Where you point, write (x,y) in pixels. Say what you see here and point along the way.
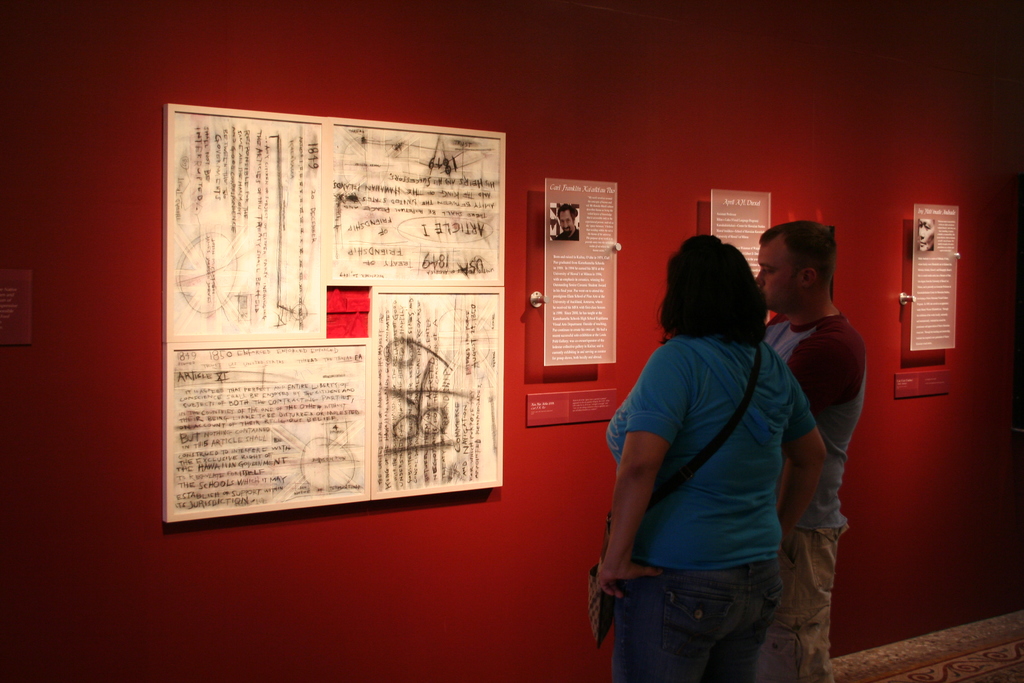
On the right side (688,305), there is a woman (660,364) in a blue color t-shirt (749,439), standing. Beside her, there is another person (835,391) standing. In front of them, there are posters (280,301) attached to a wall (538,202). And the background (114,527) is red in color.
